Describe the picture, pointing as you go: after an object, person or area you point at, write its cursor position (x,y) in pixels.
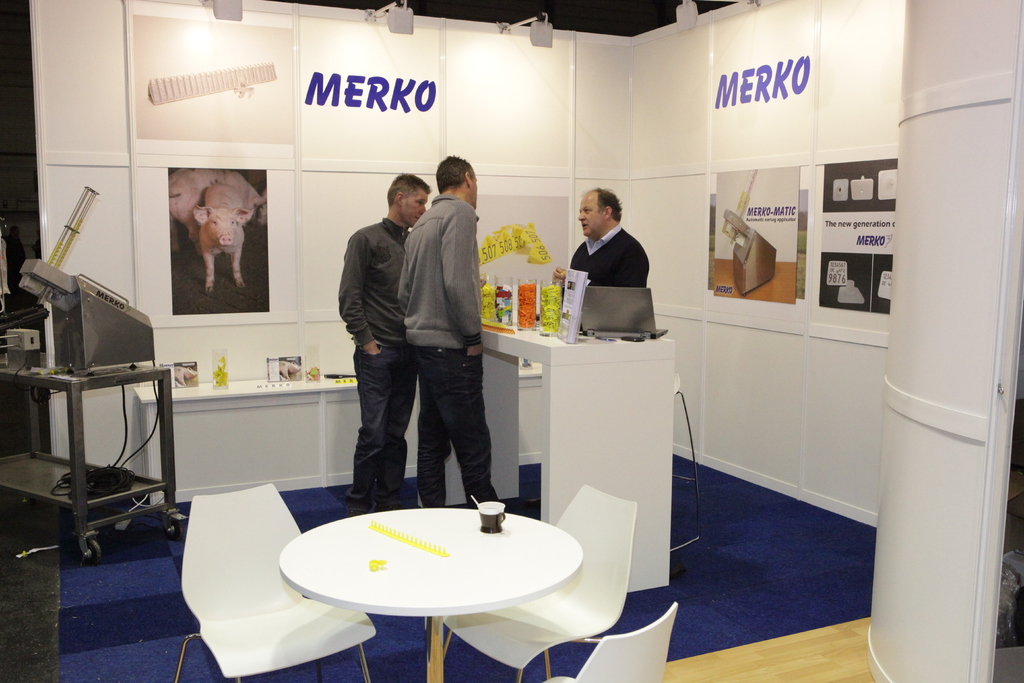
There are 3 people (424,272) here standing. There is a cup (488,527) on the table (405,590). We can see chairs (243,530), posters (241,208) here in this cabin (294,157).
